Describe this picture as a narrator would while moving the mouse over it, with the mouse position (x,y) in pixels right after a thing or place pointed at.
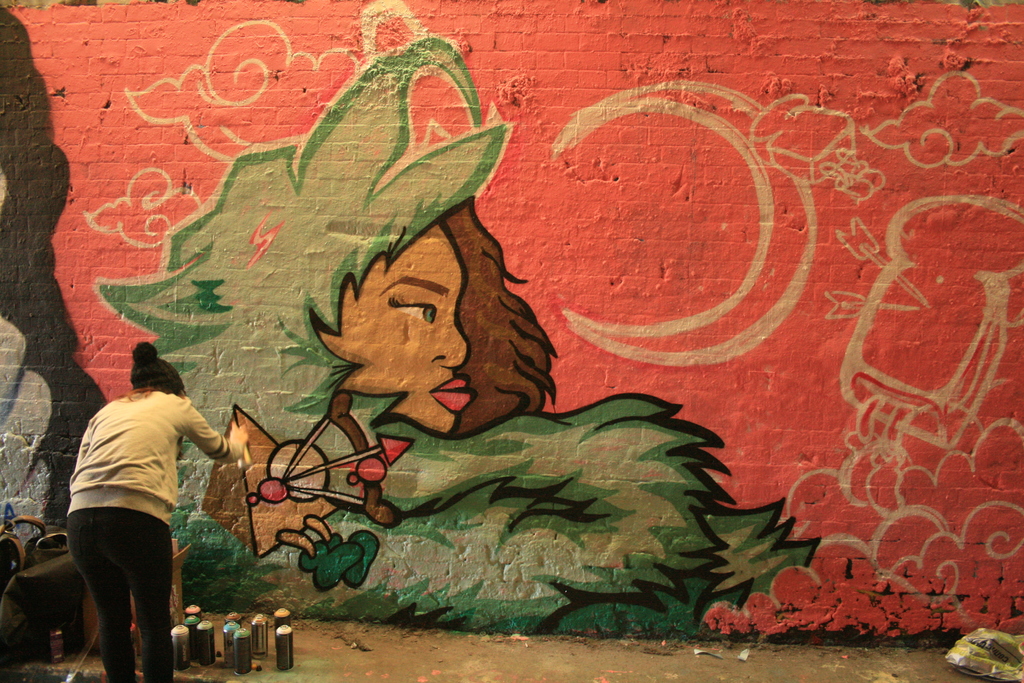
In this image, we can see a painting (182,467) on the wall (182,467). On the left side of the image (111,457), we can see a person (123,512) holding an object (247,453). At the bottom of the image (358,659), we can see few bottles (279,664) and some objects (971,657) on the path (683,678).
